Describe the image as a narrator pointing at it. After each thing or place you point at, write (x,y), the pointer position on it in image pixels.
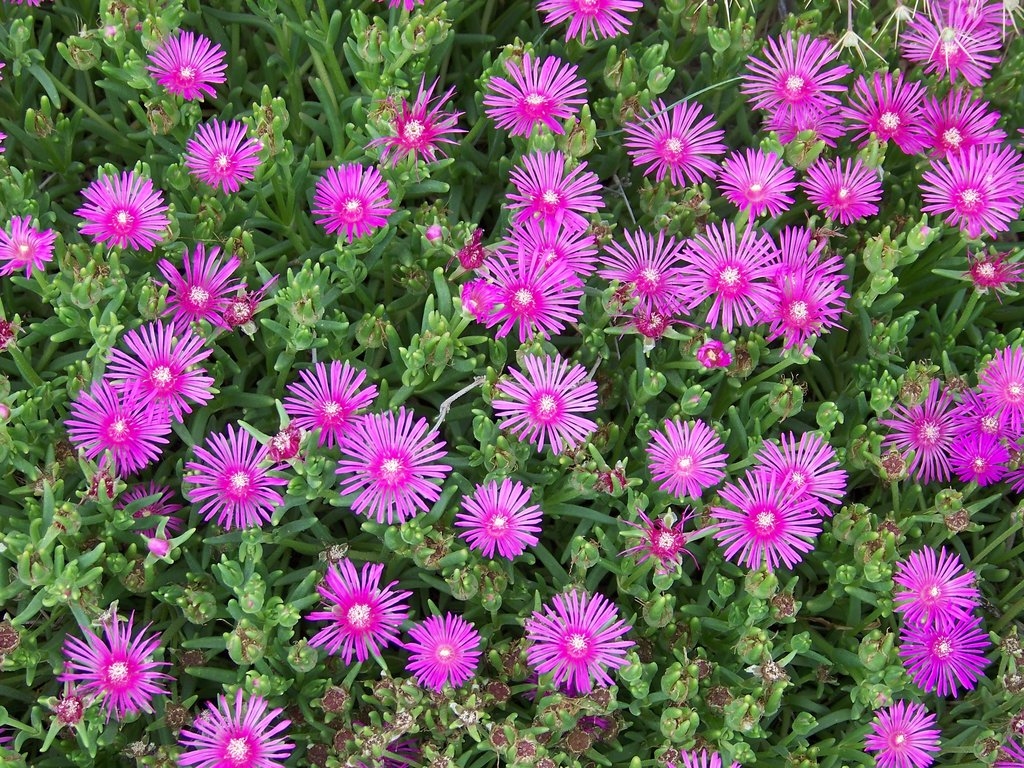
In this image there are plants (389,173) and pink flowers (165,419) were on it.
